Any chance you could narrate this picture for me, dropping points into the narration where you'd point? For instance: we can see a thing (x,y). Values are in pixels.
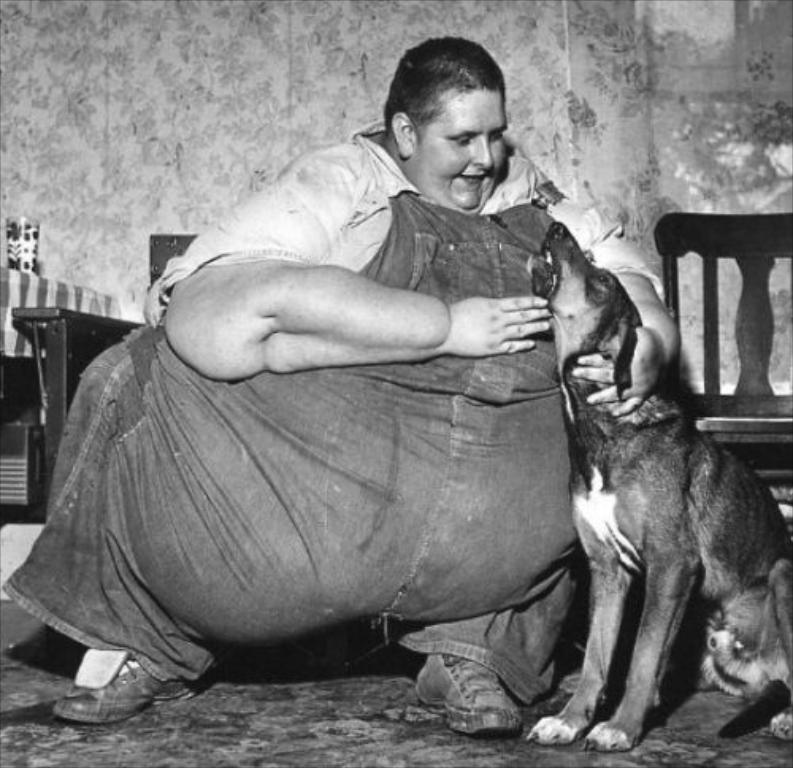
In this image I can see a person (493,249) holding a dog (648,396) in his hands (603,374) and looking at that. In the background (533,60) there is a wall (100,98). On the left side of the image (34,281) there is a table (21,285) and a glass (23,257) is there on that. On the right side of the image (750,377) there is a chair (697,408).
